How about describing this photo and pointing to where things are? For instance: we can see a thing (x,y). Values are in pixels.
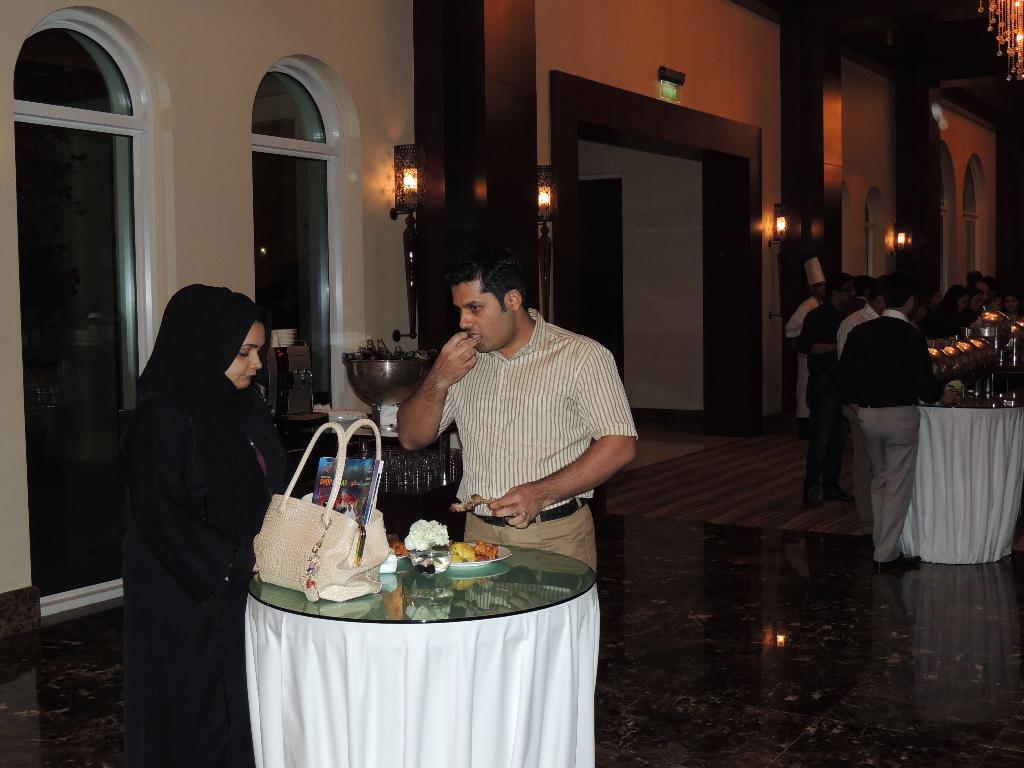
This image is taken indoors. At the bottom of the image (716,663) there is a floor (758,681). In the background (652,214) there are a few walls (681,259) with windows (318,237) and a door (587,260). There are a few lamps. There are a few pillars (497,158). On the right side of the image (822,352) a few people (859,325) are standing on the floor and there is a table (948,438) with a table cloth (944,453) and a few things (951,363) on it. At the top right of the image (998,39) there is a chandelier (1007,20) and there is a roof (951,33). In the middle of the image (515,385) a man (556,362) and a woman (193,527) are standing on the floor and there is a table (438,594) with a tablecloth (478,708), a handbag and a few things (429,557) on it.
